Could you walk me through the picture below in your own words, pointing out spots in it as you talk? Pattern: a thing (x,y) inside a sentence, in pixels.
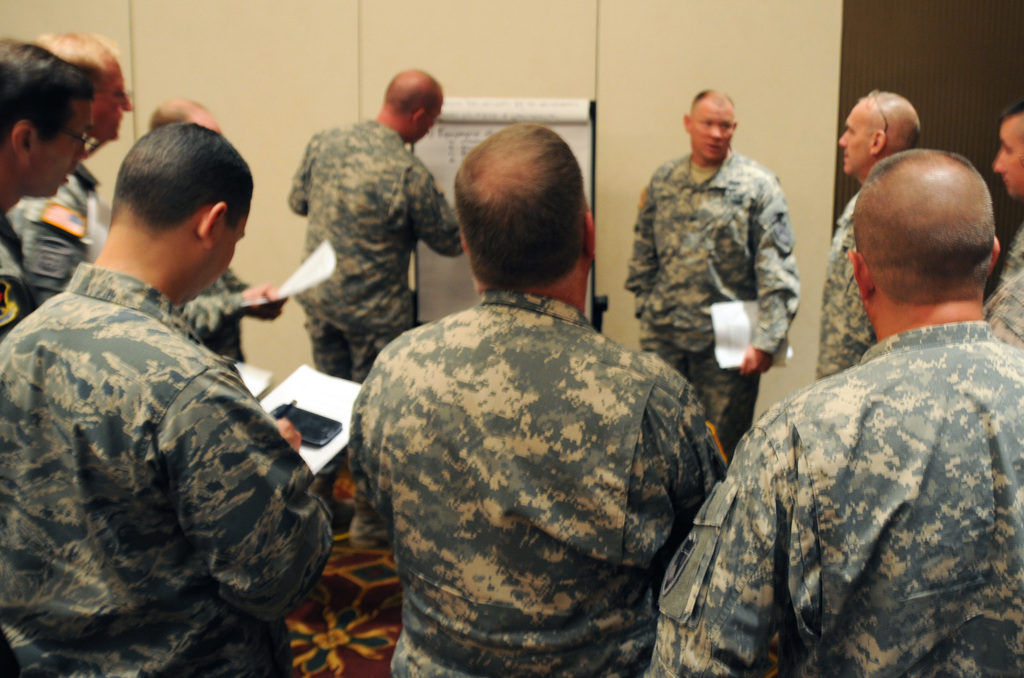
In this picture we can see a group of people (58,413) holding papers (307,373) with their hands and standing on the floor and in the background (138,85) we can see wall (138,85).
